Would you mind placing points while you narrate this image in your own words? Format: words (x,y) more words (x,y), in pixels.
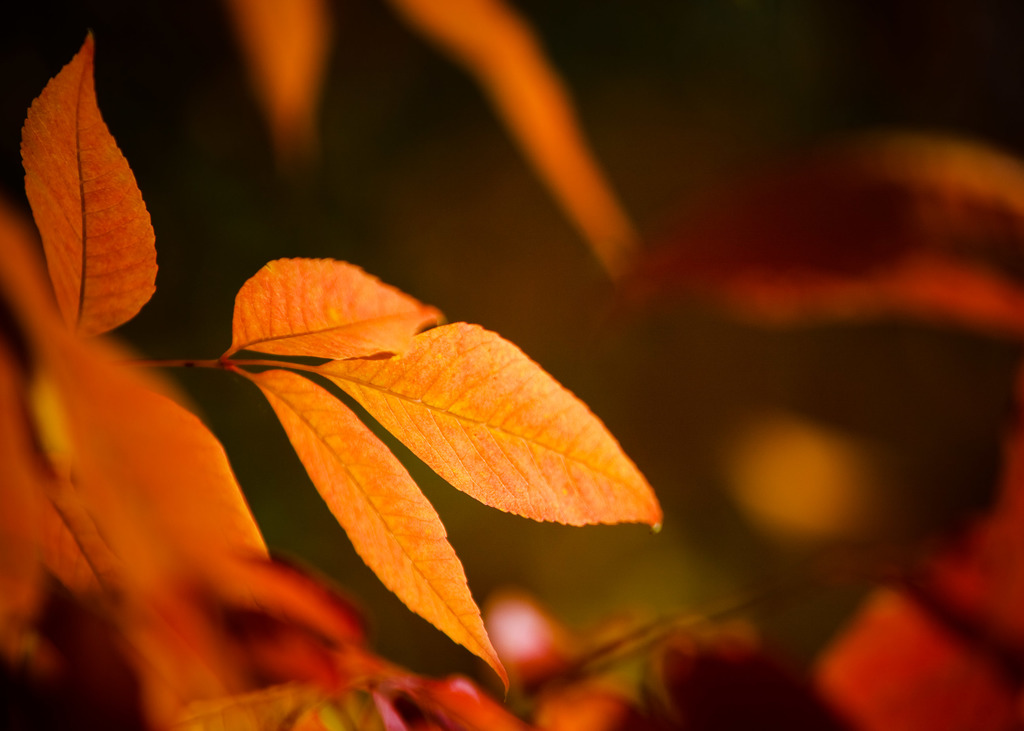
As we can see in the image there are leaves (343,440) and the background (968,19) is blurred.
